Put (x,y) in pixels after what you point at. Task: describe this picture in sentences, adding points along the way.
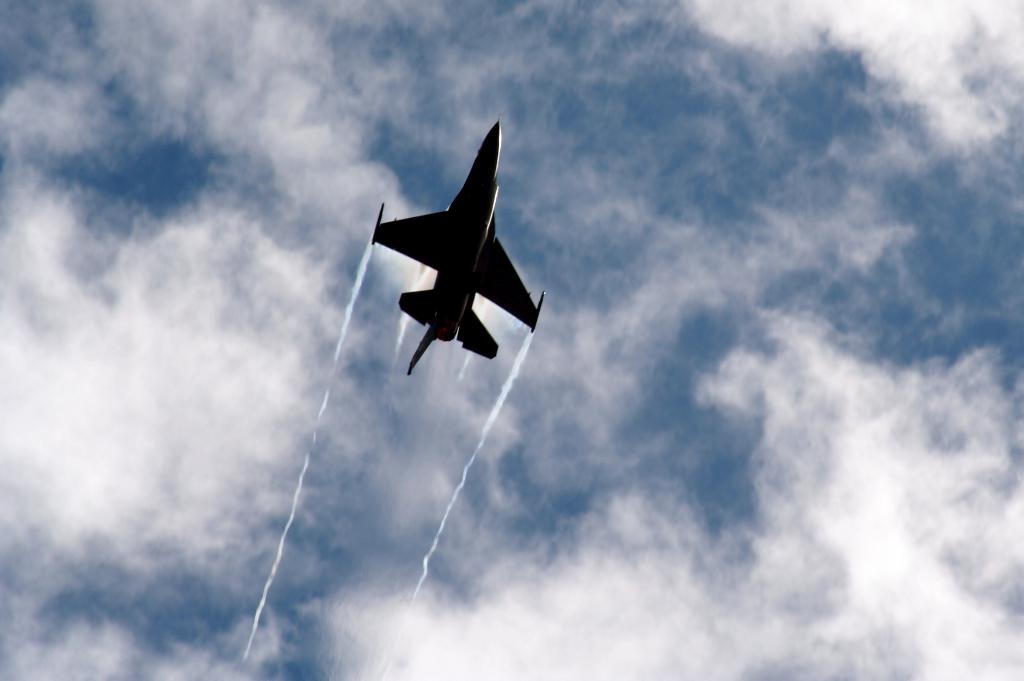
In this image we can see an aeroplane (516,287) flying in the sky (301,634). In the background (371,325) we can see the clouds (362,347) in the sky (112,445).
